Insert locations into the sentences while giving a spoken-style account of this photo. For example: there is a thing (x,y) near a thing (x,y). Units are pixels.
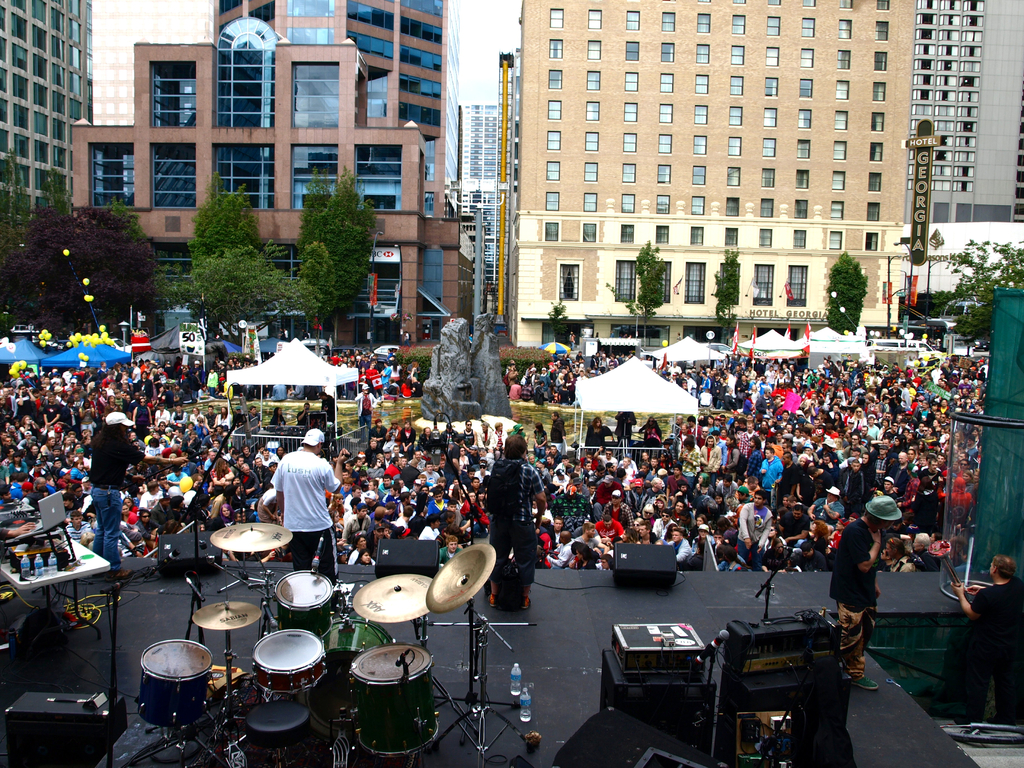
In this image we can see few people (538,514) on the stage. There are many people (631,514) in the image. There are many musical instruments (411,687) on the stage (531,679) at the bottom of the image (445,686). There are many trees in the image. There are few advertising boards (914,223) in the image. There are many buildings (441,111) and they are having many windows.
